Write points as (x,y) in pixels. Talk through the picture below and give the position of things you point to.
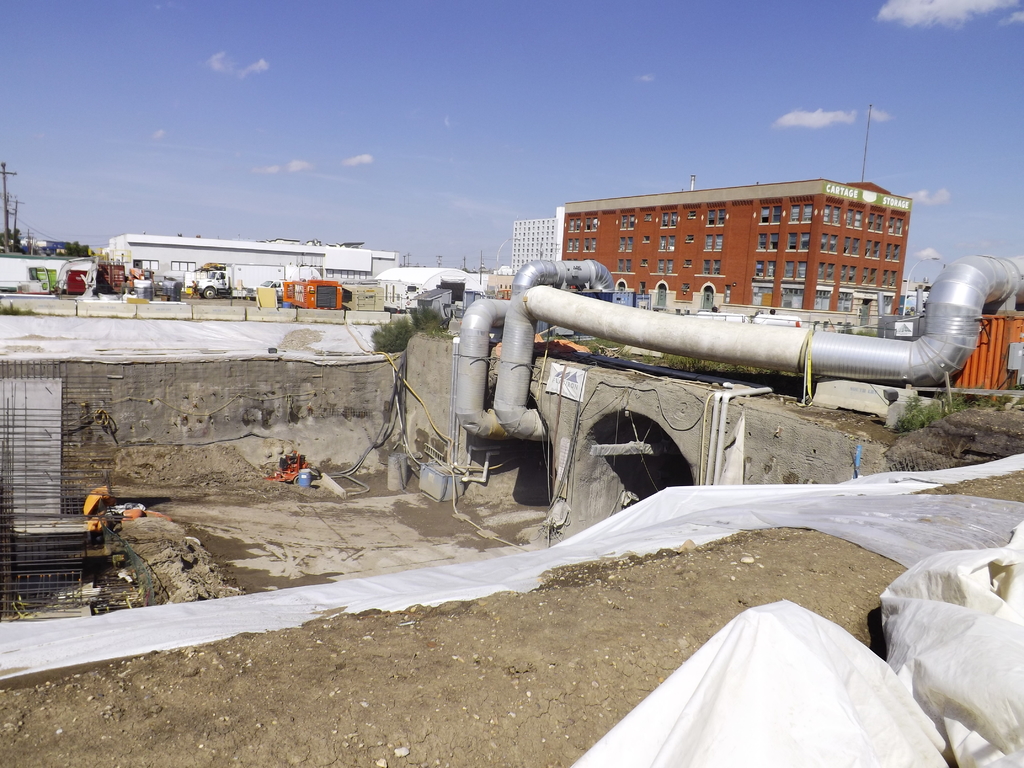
As we can see in the image there are buildings (181,276), fence (350,312), vehicles (79,262), current poles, pipe (532,349) and on the top (388,51) there is sky (387,50).
